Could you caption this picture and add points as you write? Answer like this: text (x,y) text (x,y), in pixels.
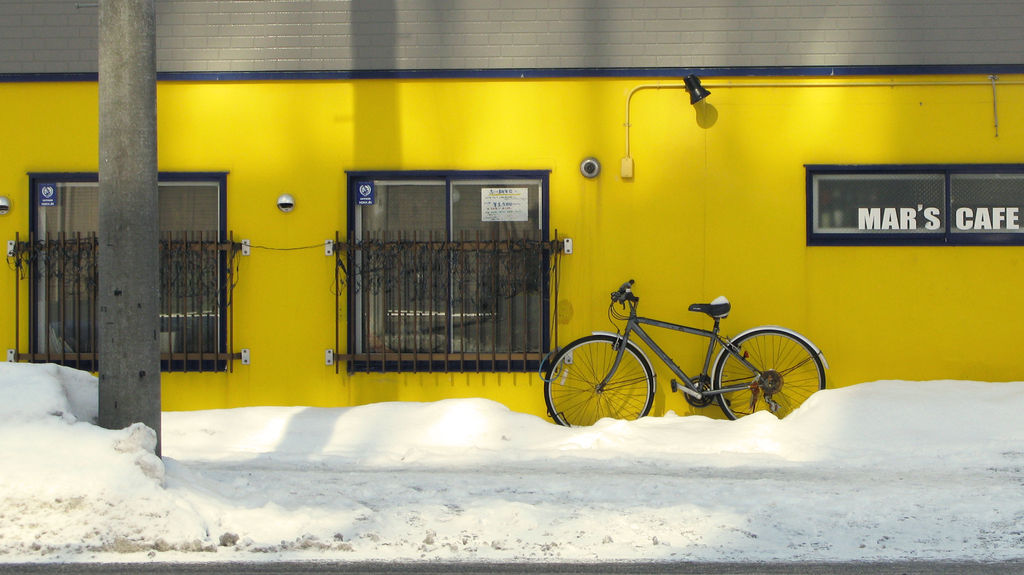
In the image we can see there is a bicycle (744,379) on the footpath (600,433) and the footpath (600,433) is covered with snow (565,479) and there is a wall (799,216) which is in yellow colour.
